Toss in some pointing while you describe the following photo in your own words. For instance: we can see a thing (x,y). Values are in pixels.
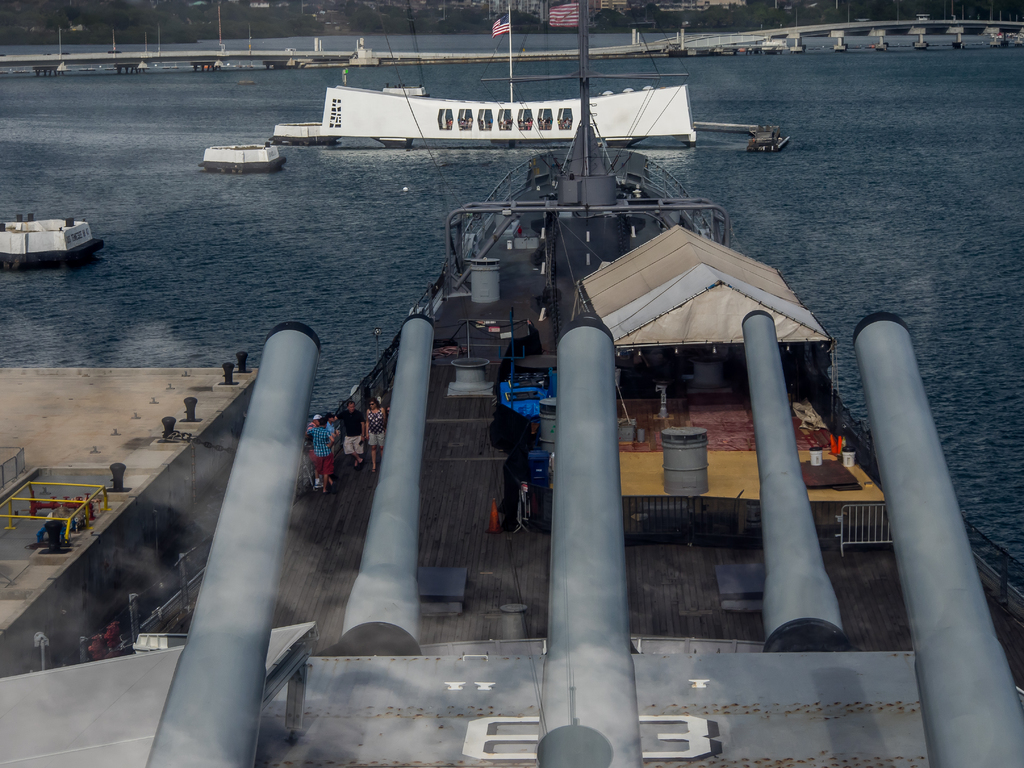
In this image we can see group of people (330,454) standing on the ship (564,235). In the background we can see a bridge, flags (497,27), group of poles (511,32), a shed (634,328).
